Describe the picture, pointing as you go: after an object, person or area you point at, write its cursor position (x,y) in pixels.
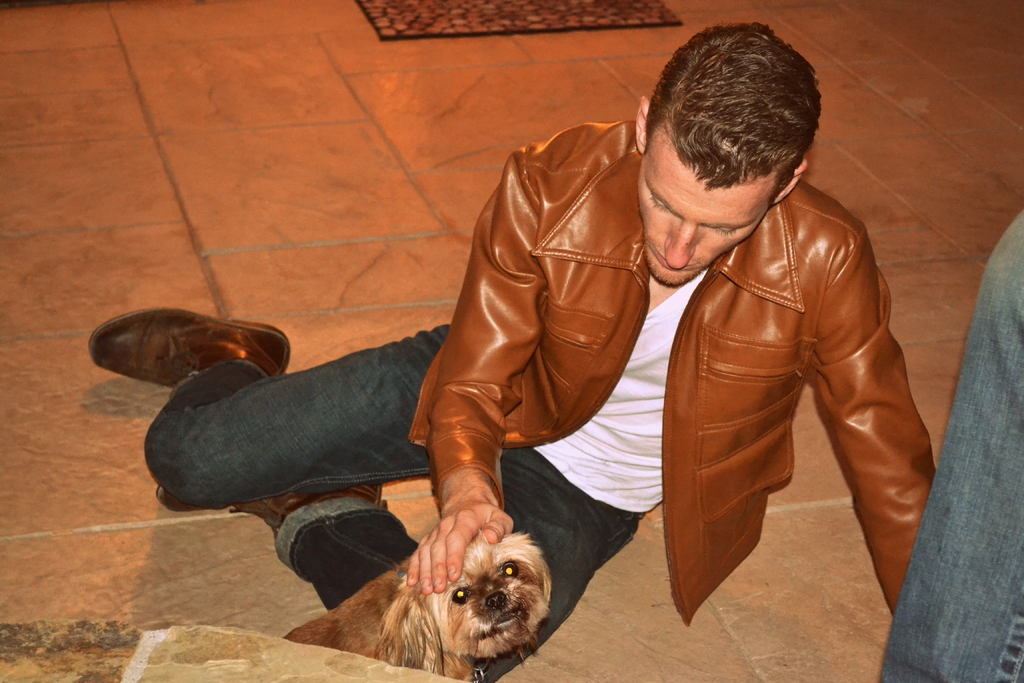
In this image i can see a man (579,325) is sitting on the floor (618,621) with a dog (492,572).
